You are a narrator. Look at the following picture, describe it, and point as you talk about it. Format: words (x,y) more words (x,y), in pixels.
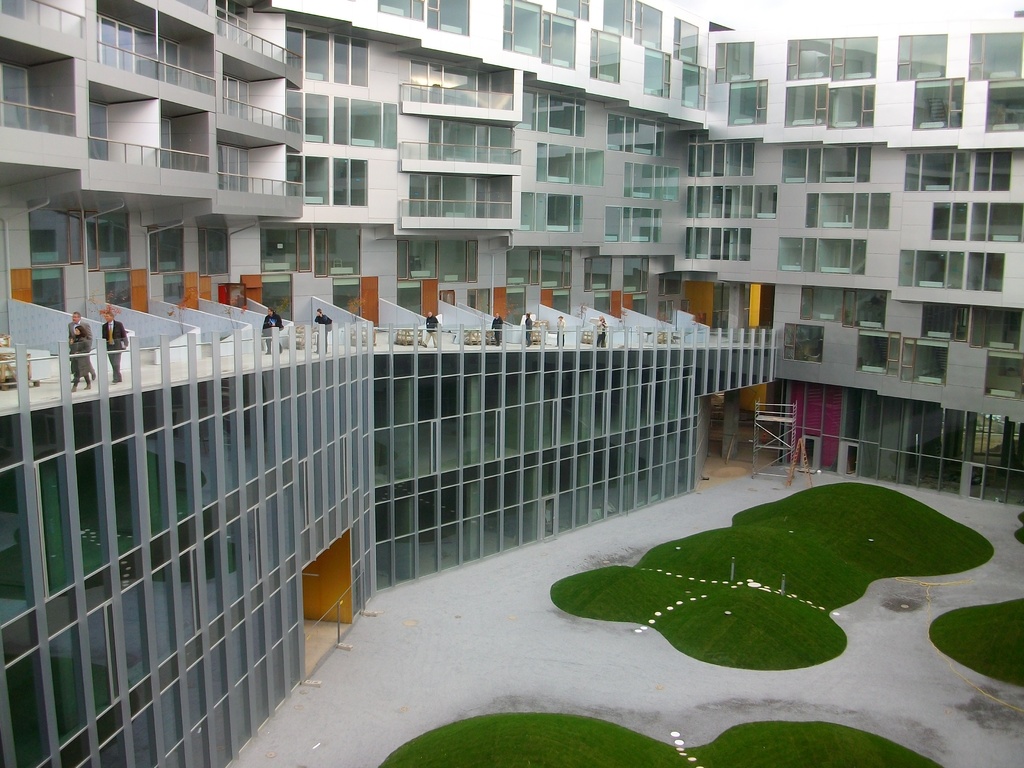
This is a building (566,217), where people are walking, this is grass (822,514).
